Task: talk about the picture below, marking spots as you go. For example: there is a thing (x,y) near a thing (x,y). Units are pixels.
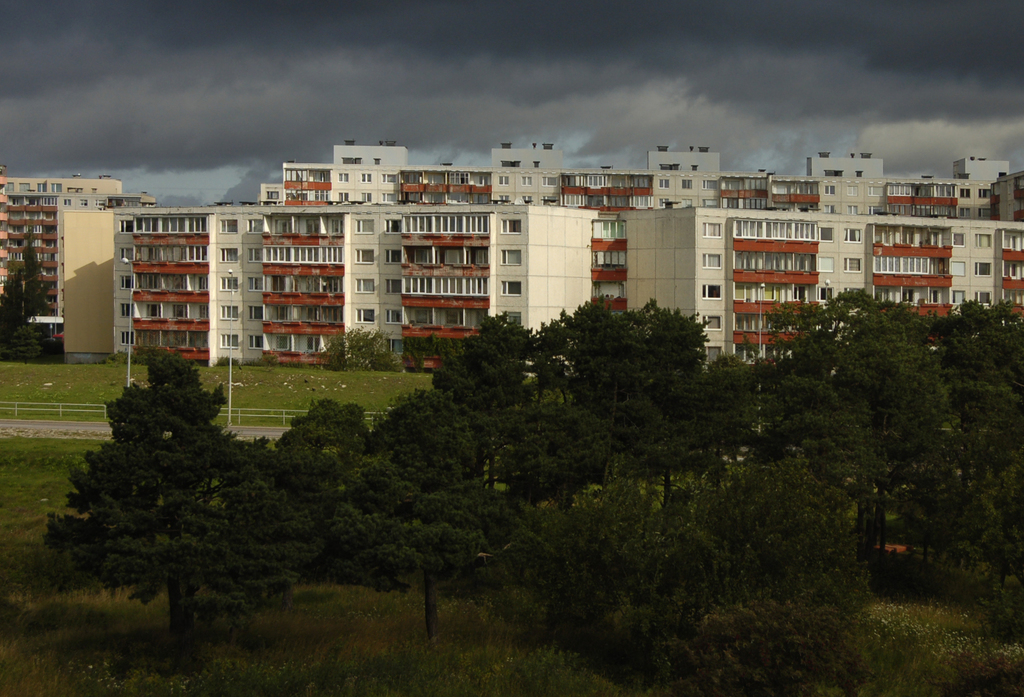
In the image we can see there are lot of trees (710,500) on the ground (497,644) and the ground (415,631) is covered with grass (331,619). Behind there are lot of buildings (285,361) and there is a cloudy sky (536,58).
